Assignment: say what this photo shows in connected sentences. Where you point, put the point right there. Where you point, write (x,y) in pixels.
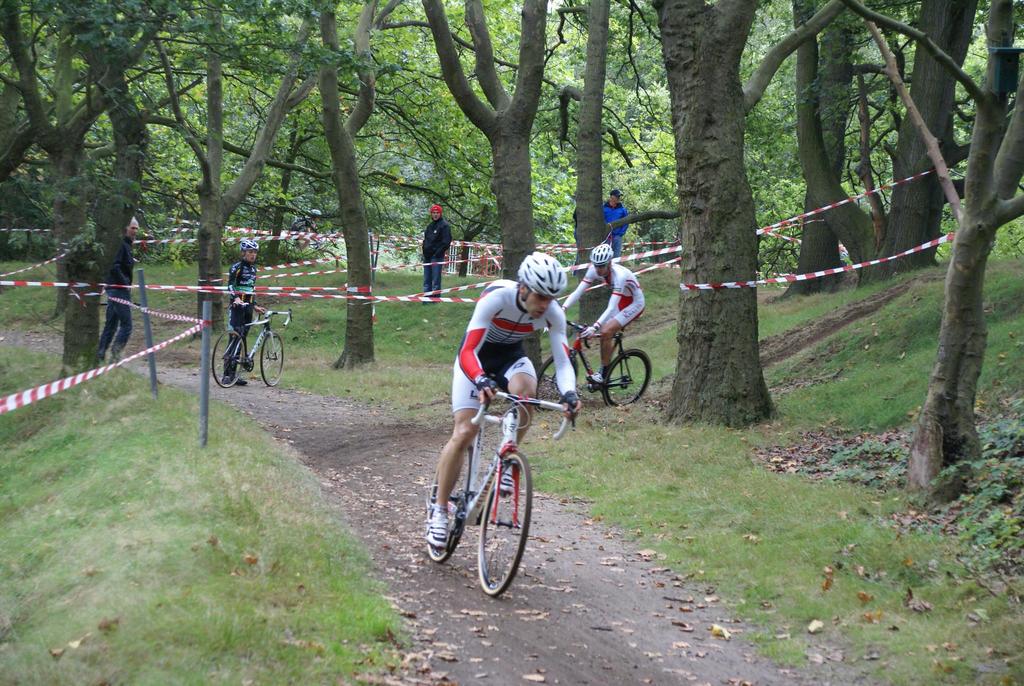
In the image there are many people (571,402) in white red and black costume (519,320) riding bicycle (509,411) on the path (491,652) with trees (715,66) on either side of it on the grassland (734,531).
